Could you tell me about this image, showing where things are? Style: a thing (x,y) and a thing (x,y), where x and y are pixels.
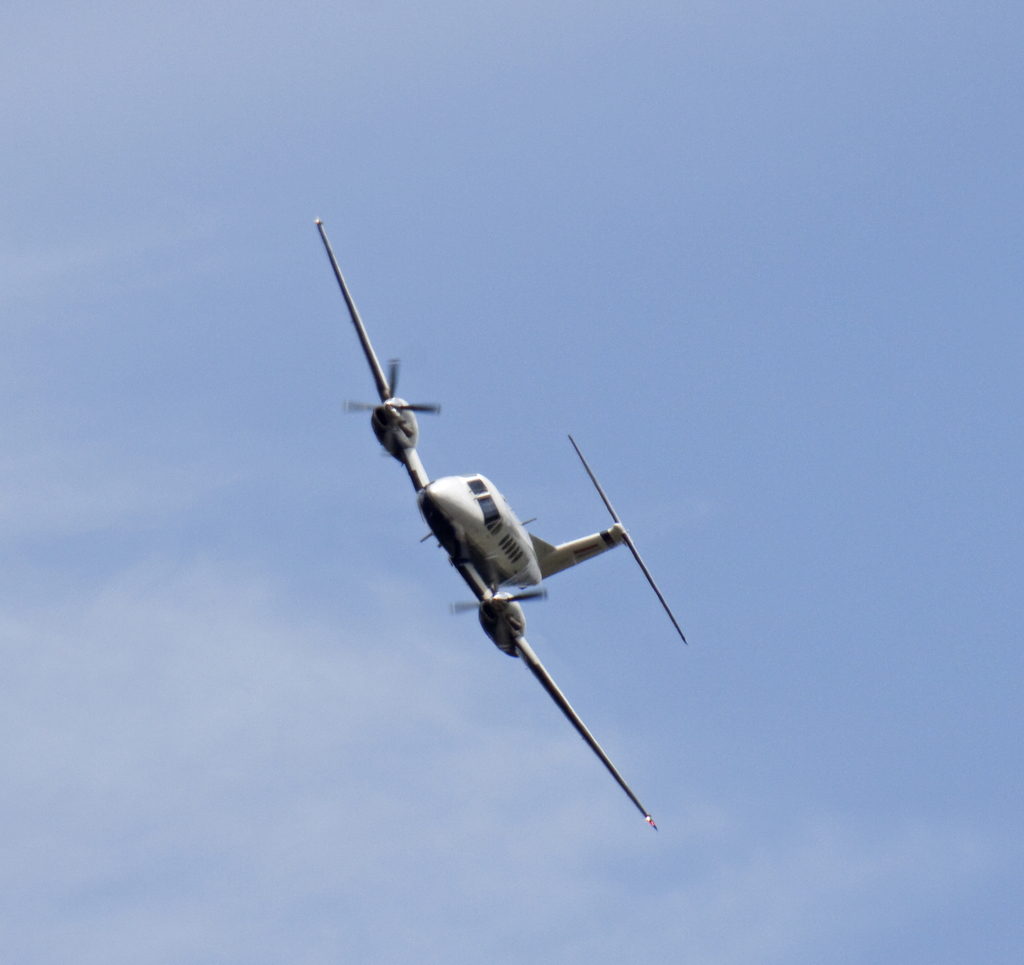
In this image there is a plane (492,500) in the air (423,389) and some clouds (123,609) in the sky (637,669).
